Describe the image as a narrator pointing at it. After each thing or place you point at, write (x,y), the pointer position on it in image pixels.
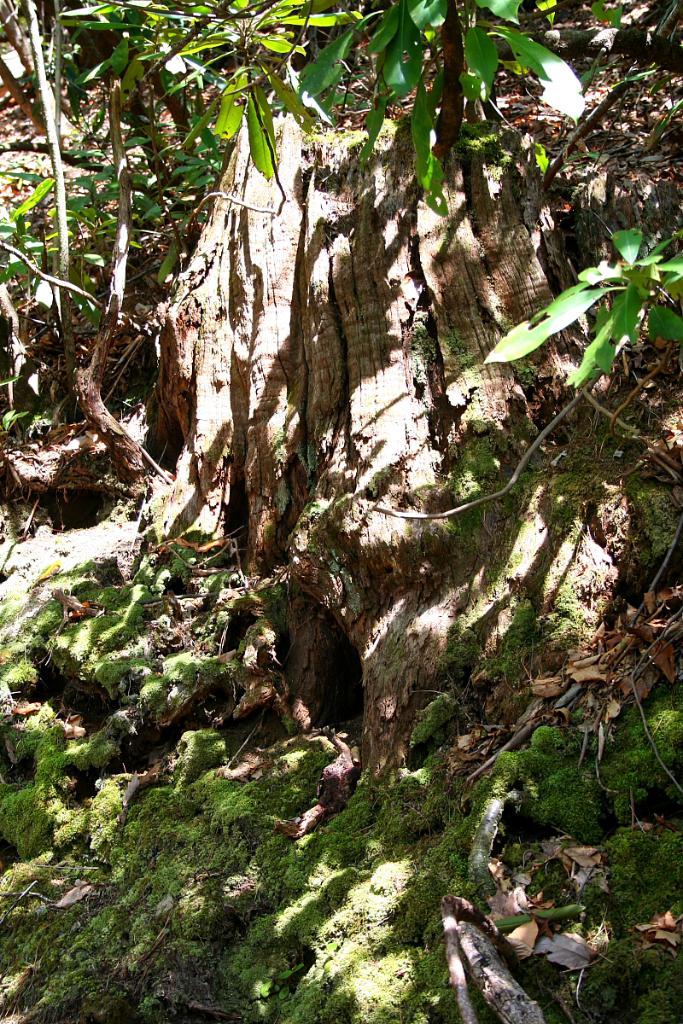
Here we can see grass (258,800), branch (58,80) and green leaves (259,164).
